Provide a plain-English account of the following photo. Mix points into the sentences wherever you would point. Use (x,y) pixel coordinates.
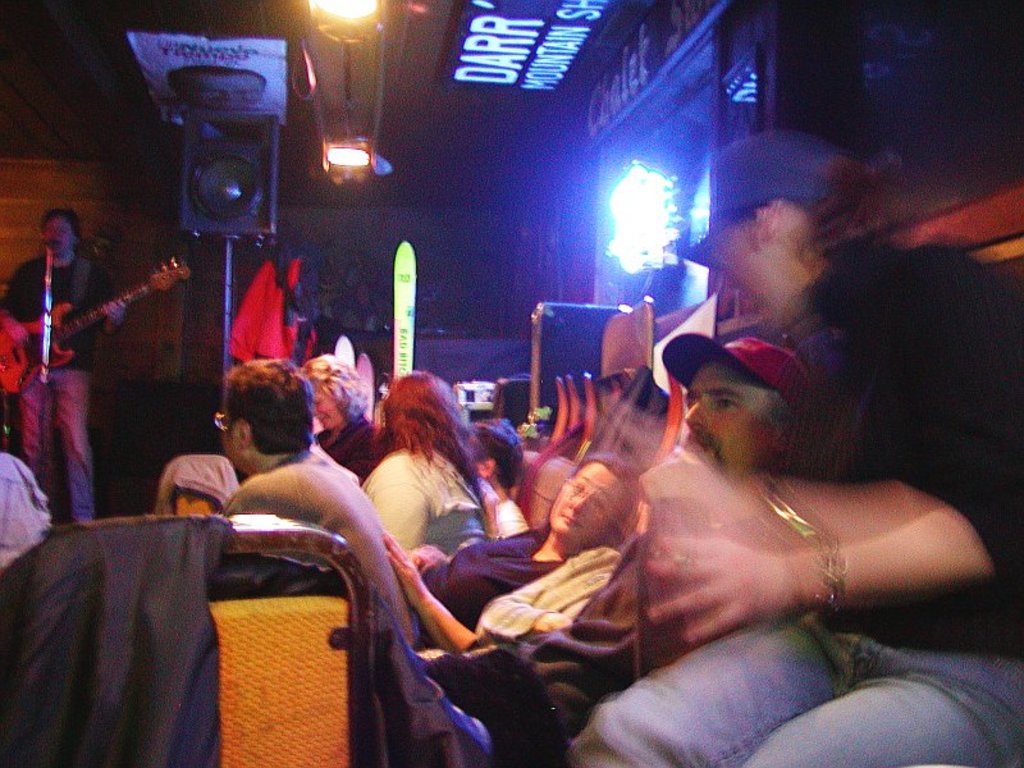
In this image there are few persons (618,451) sitting on the chairs (225,700). Bottom of image (264,741) there is a chair (225,700) having a cloth (37,629). Left side (64,401) a person (81,397) is wearing a black dress (92,361). He is holding a guitar (22,348). Before him there is a mike stand (48,334). Beside him there is a speaker (223,210) attached to the stand (233,276). Few lights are attached to the roof (428,172).
